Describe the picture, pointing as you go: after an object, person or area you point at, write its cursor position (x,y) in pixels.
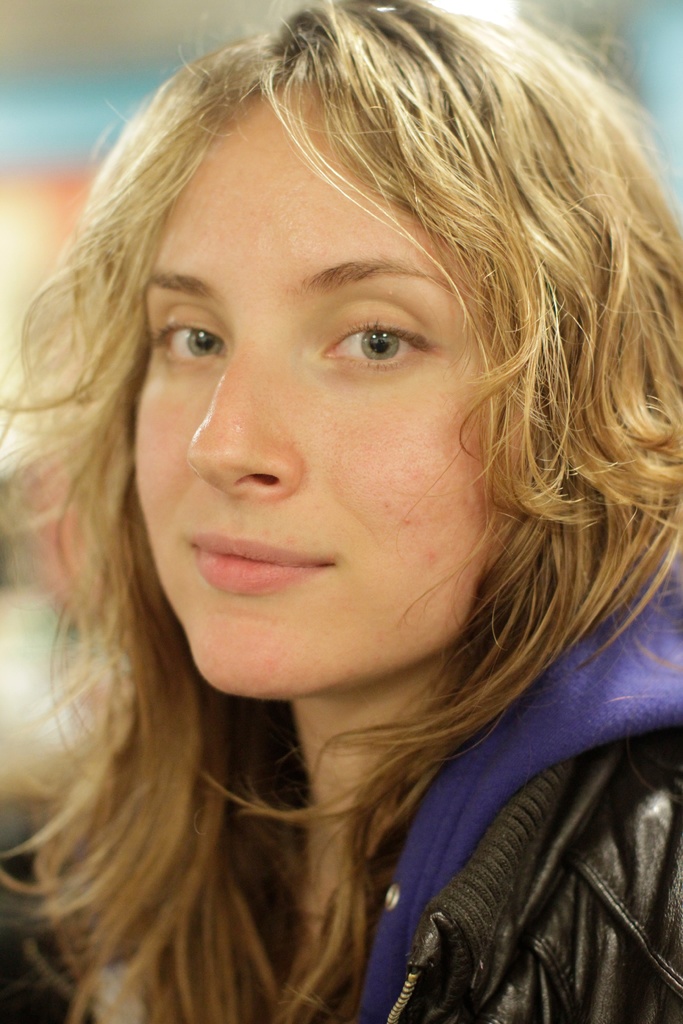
A woman (177,716) is present wearing a black jacket (485,865) and has blonde hair (620,433).
